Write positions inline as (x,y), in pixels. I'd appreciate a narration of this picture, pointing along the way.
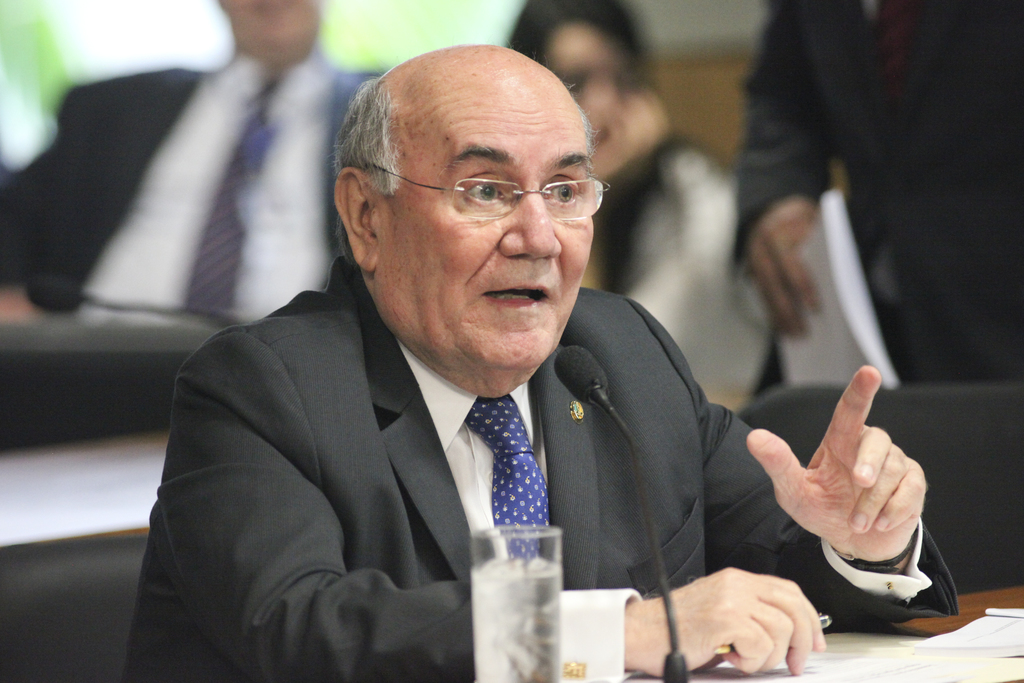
In this image, I can see an old man (325,533) sitting and talking. He wore a suit (419,450), shirt (465,458), tie (512,481) and spectacles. This is the table (928,625) with a mike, a glass of water (534,637) and papers (946,649) on it. In the background (914,220), I can see two people (235,74) sitting and a person (868,213) standing. I think this is an empty chair (964,458).
